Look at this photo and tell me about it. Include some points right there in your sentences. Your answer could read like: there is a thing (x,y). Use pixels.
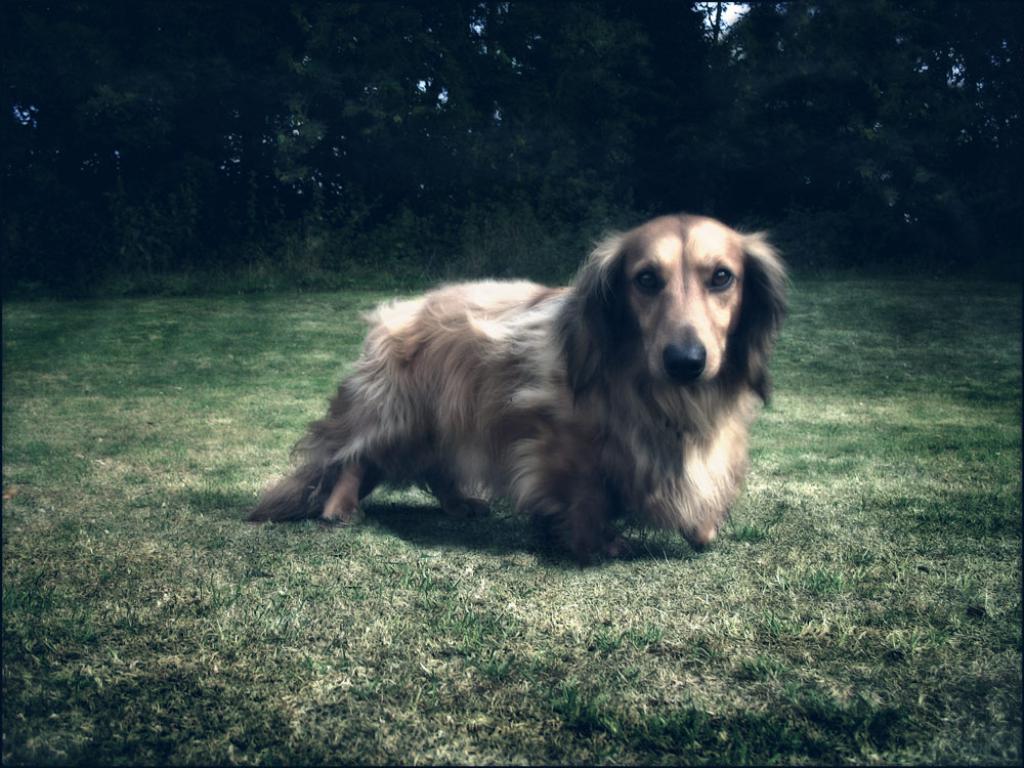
In this image there is a dog (558,390) on a grassland (472,677), in the background (799,131) there are trees (558,136).
